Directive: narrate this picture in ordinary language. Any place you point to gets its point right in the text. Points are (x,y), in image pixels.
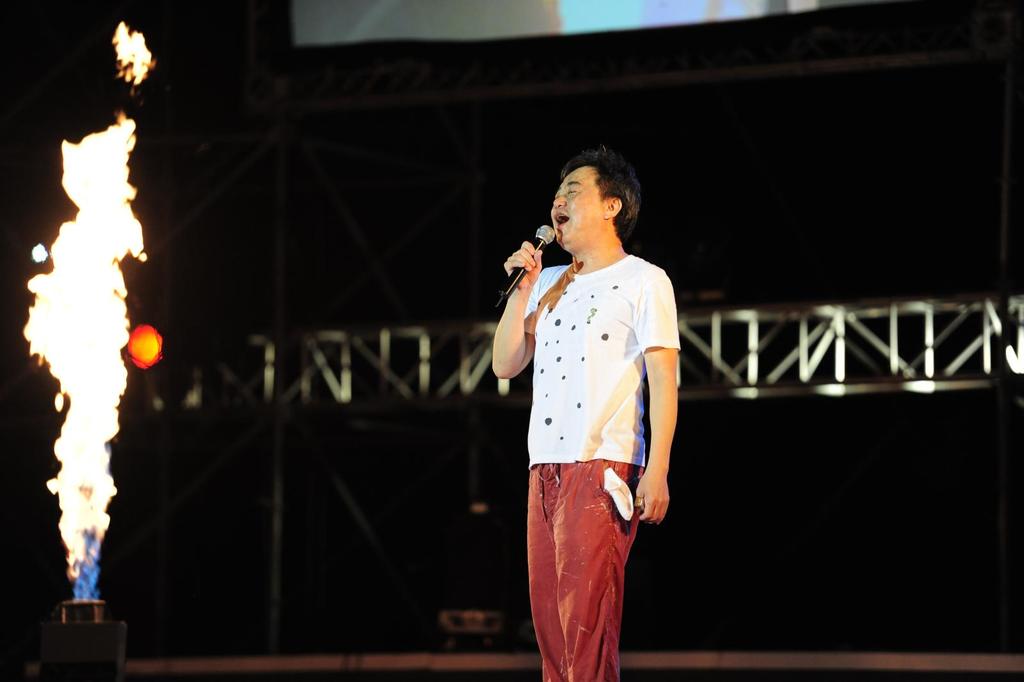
In this image we can see a man (627,485) standing on the stage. A man (602,368) is singing into a microphone (507,293). There is a fire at the left side of the image (92,306).
